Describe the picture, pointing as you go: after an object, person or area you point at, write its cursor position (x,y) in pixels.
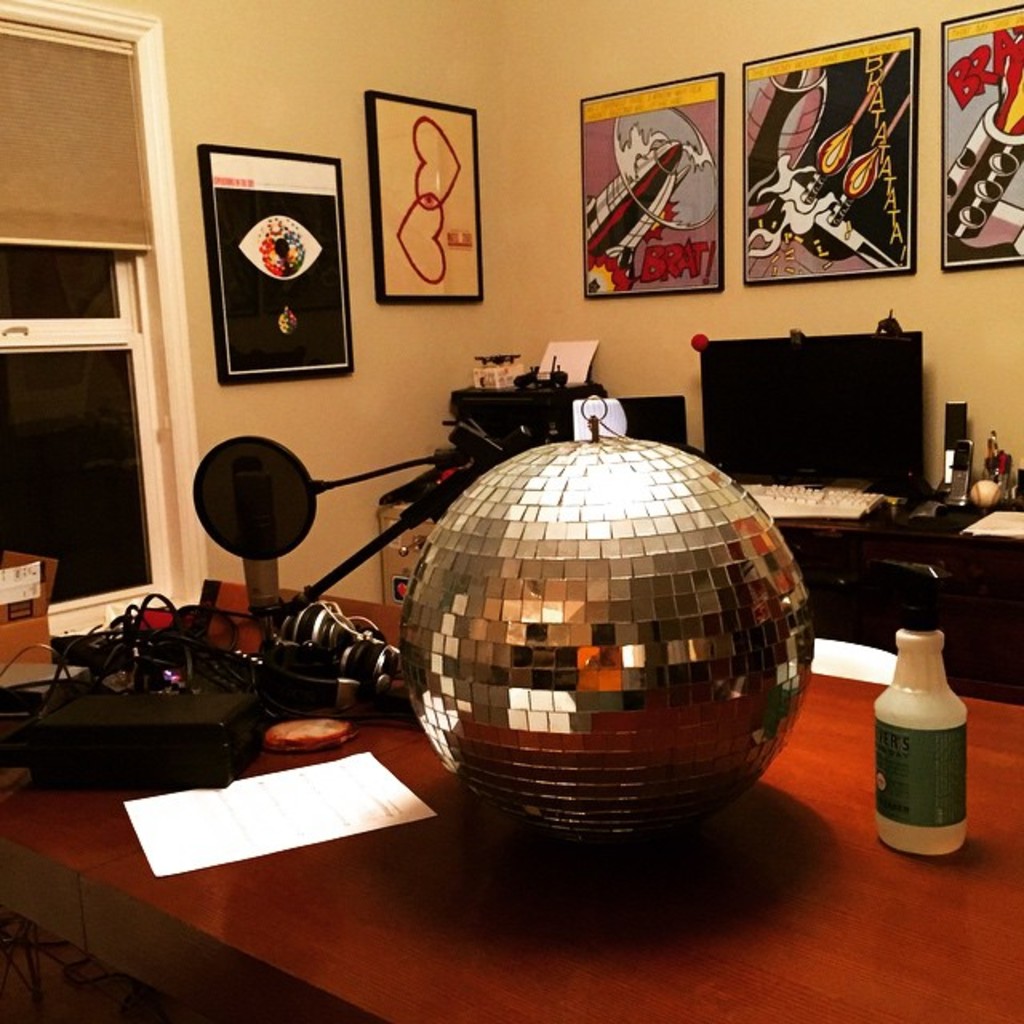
In this picture, There is a table (331,851) which is in brown color on that table (989,849) there is a golden color ball (618,658), There are some black color objects (253,707) kept on the table (978,820), in the background (797,429) there is a television (719,439) which is in black color, There is a yellow color wall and there are some posters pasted on the wall (691,71).
